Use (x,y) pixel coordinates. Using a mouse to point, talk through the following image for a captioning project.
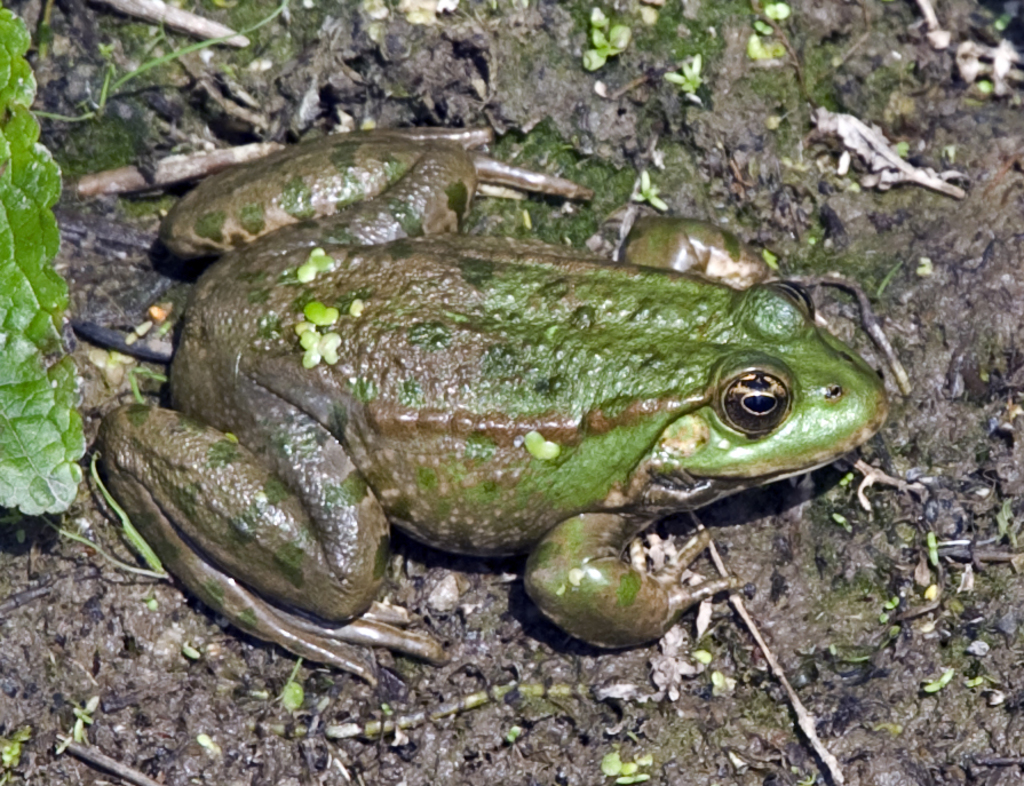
In this picture I can see a frog (234,258) on the mud (49,107), and there is a leaf (79,440).
